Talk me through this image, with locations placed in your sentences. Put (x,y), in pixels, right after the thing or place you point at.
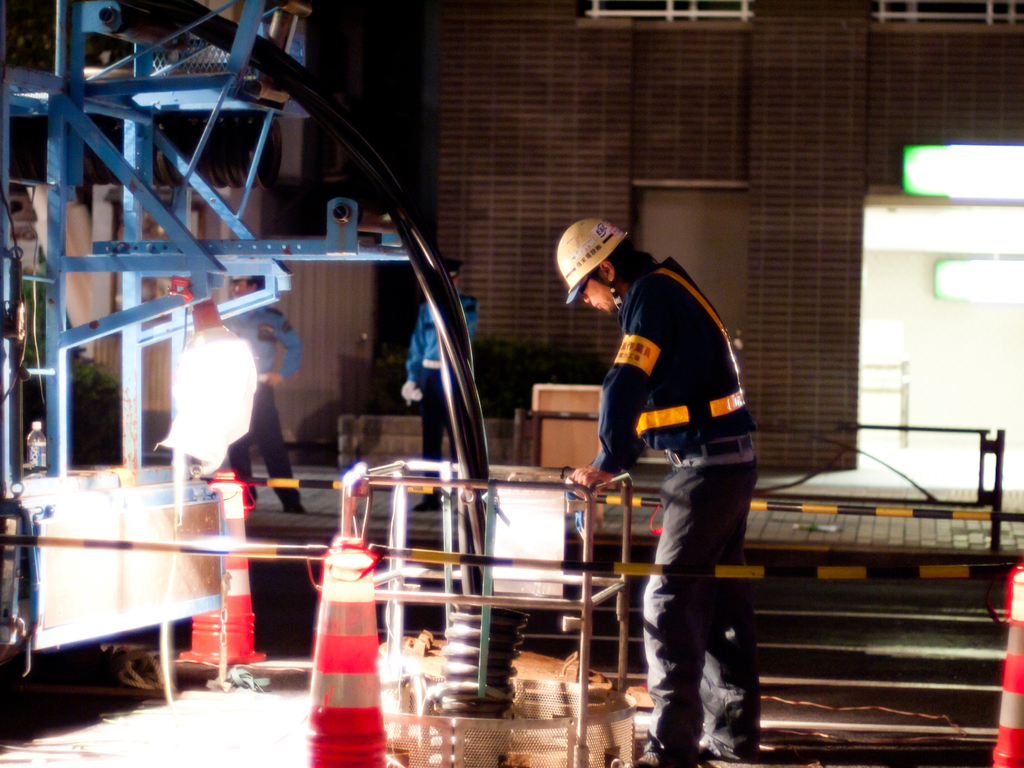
In this image I can see few people (686,482) and one person (686,498) is holding the rod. I can see few traffic cones (338,691), iron materials (131,85), lights (238,419), road (269,760), building (791,233), few objects (24,303) and the windows (599,11).
